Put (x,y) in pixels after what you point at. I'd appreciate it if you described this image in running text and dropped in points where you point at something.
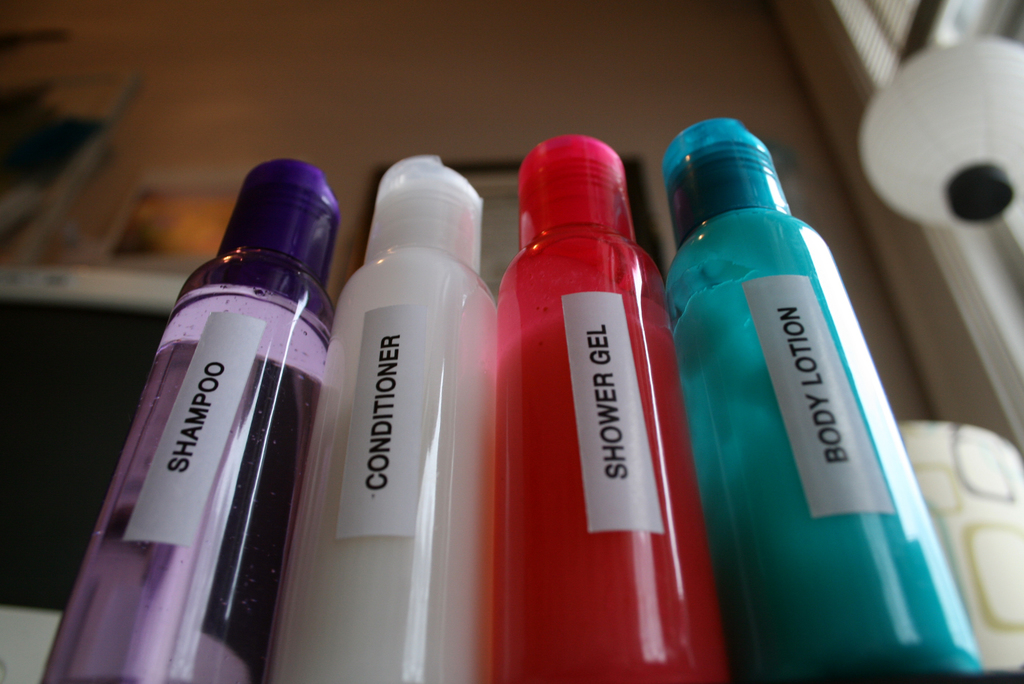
This image consist of four bottles (248,320). They are shampoo (196,499), conditioner (467,528), shower gel (684,515), and body lotion (809,502). All are having different colors. In the background (732,73), there is a wall (696,80). To the right (934,121), there is a light (977,138).
